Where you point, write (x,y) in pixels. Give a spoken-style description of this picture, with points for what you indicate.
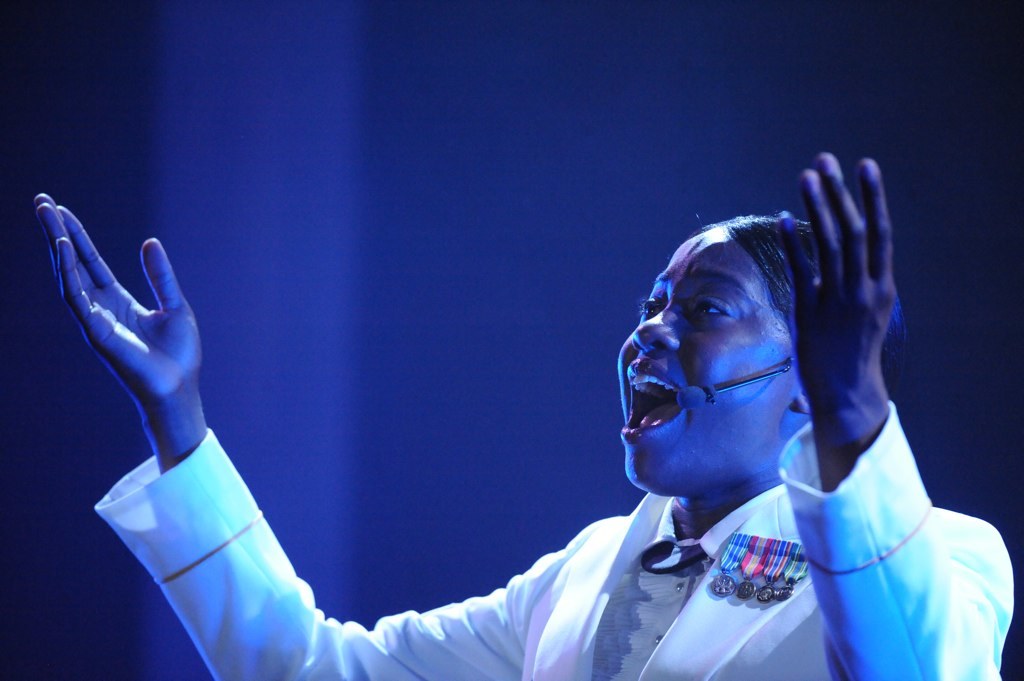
In this image we can see a person (663,412) with a mic (689,387). On the dress (715,624) there is a badge (765,595). In the background (354,159) it is blue color.
